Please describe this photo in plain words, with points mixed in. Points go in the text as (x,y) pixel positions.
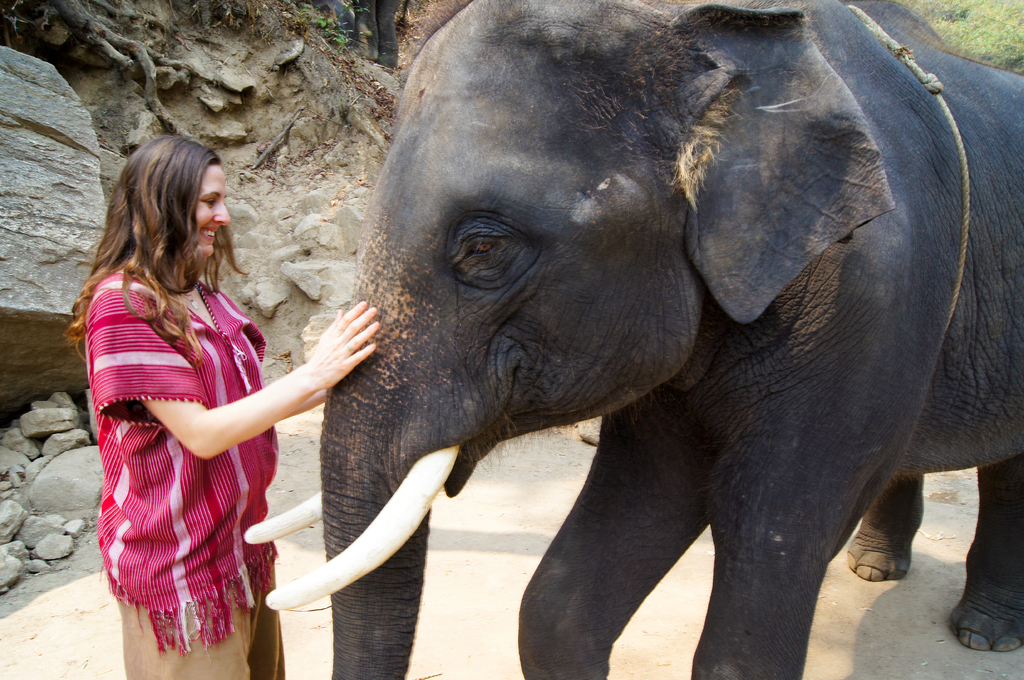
There is a woman (205,415) standing and touching an elephant (363,380) and smiling. On the background (178,65) we can see hill (299,44).
